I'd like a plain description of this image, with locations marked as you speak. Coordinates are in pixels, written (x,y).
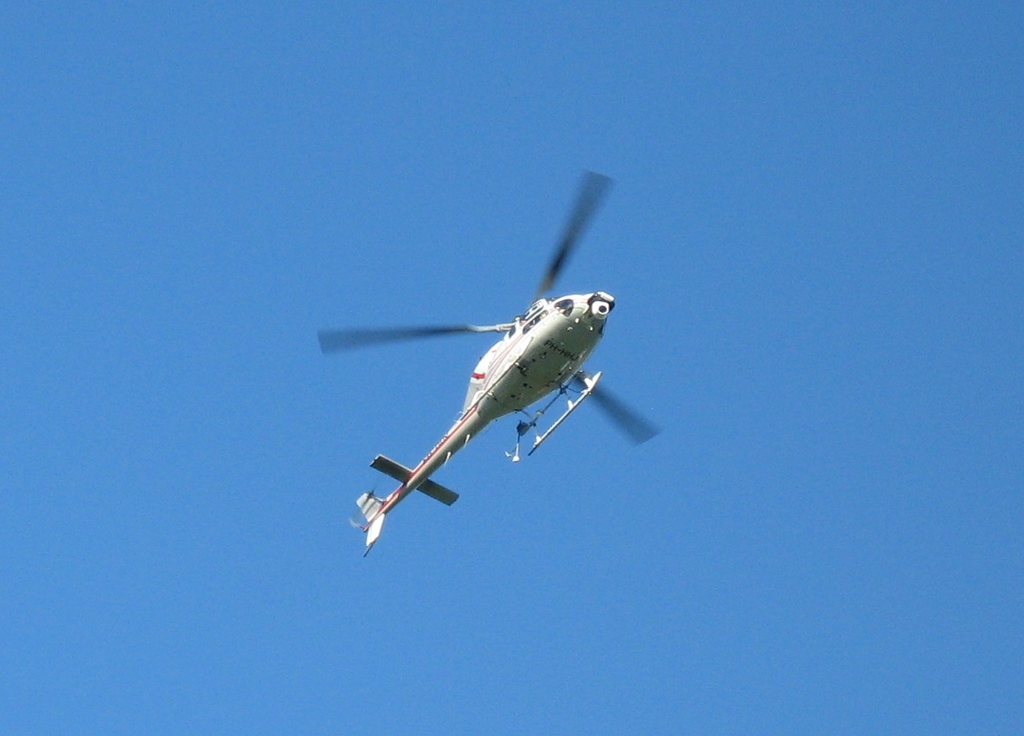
In this image I can see an aircraft (456,443) which is in white color and there is a blue sky (176,364) in the back (563,532).
